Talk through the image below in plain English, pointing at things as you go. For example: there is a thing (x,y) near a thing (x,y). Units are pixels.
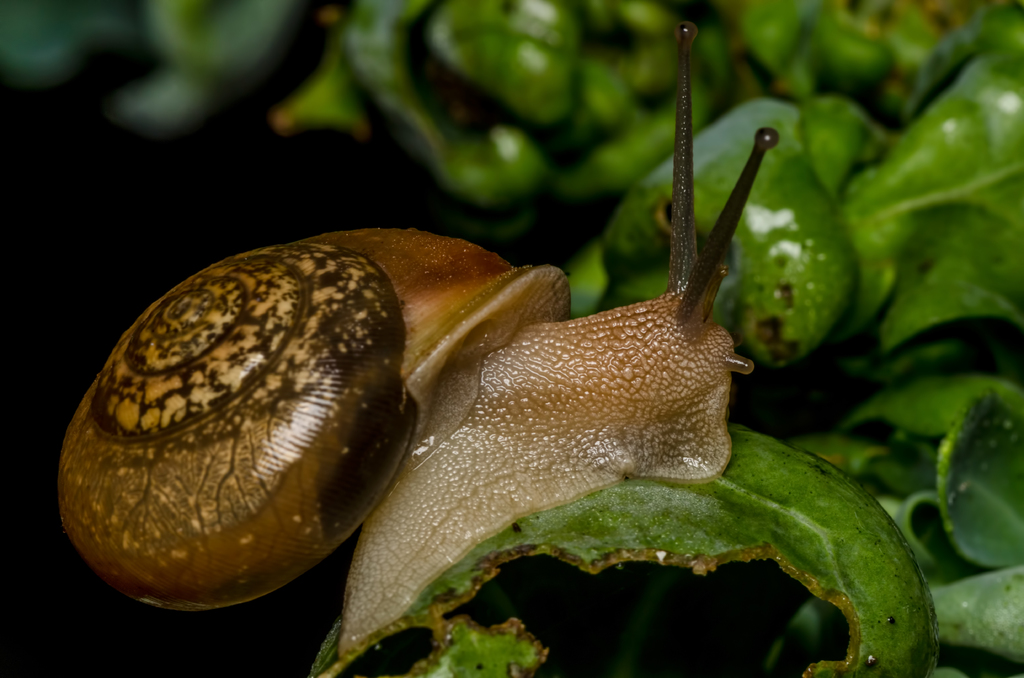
In this image I can see the snail (662,454) on the plant (694,513). The snail (605,424) is in brown and cream color, background (843,0) I can see few leaves (883,223) in green color.
